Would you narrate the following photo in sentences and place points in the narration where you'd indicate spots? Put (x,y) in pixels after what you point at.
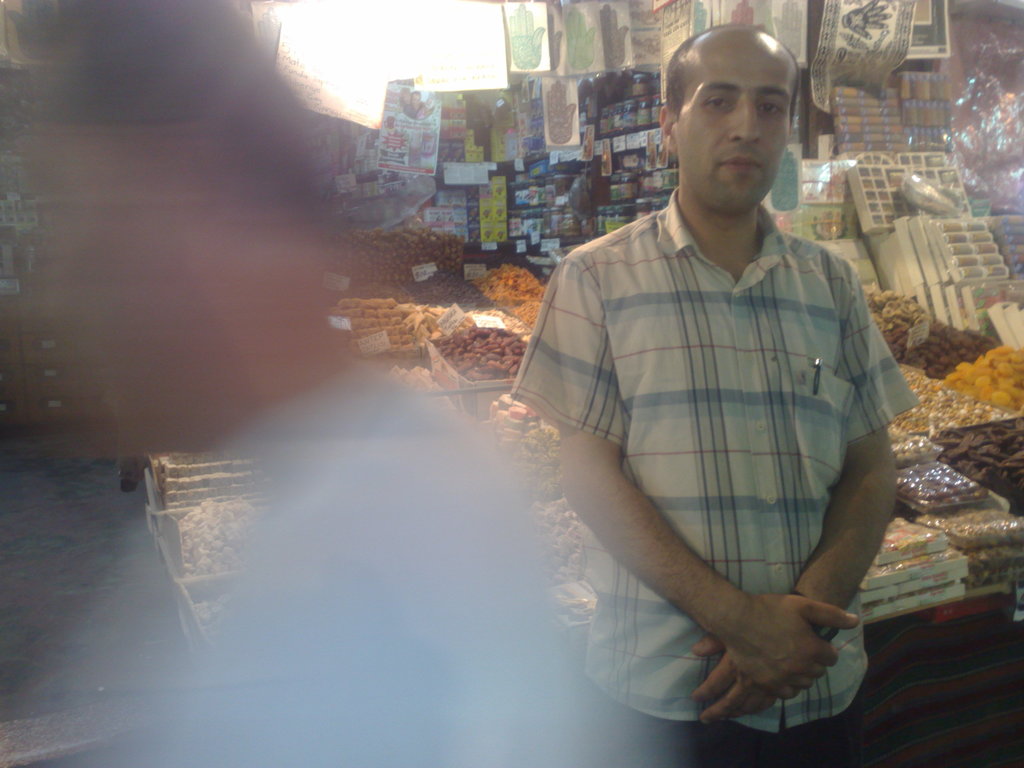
This image is taken in the store (443,135). In this image we can see a man (787,354) standing and the left side of the image (198,229) is blurred. In the background (456,361) we can see the food items (938,504), boxes (907,89), papers (581,48) with a depiction of hand (568,27). We can see some banners (396,142). We can also see the surface (87,522).
